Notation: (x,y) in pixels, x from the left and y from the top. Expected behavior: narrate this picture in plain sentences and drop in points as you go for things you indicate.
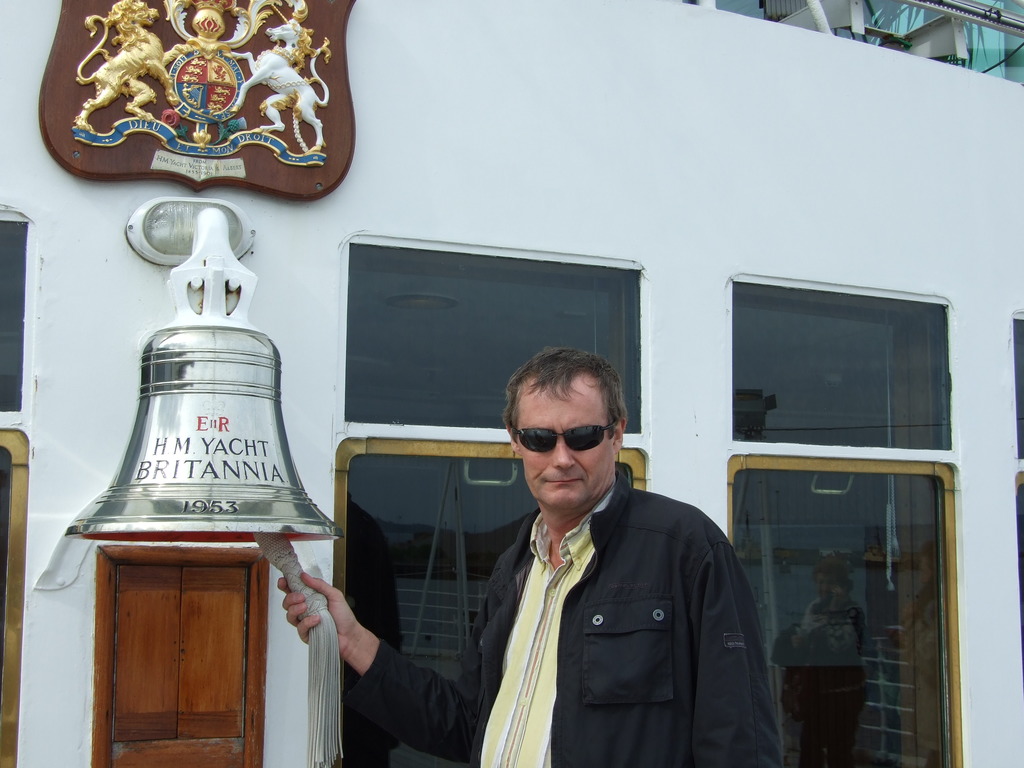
In the center of the image (544,393) we can see a man (528,659) standing and holding a bell (211,433) in his hand (338,614). In the background (390,182) there is a wall (460,212), door (239,616) and an emblem (126,111) placed on the wall (306,211).
